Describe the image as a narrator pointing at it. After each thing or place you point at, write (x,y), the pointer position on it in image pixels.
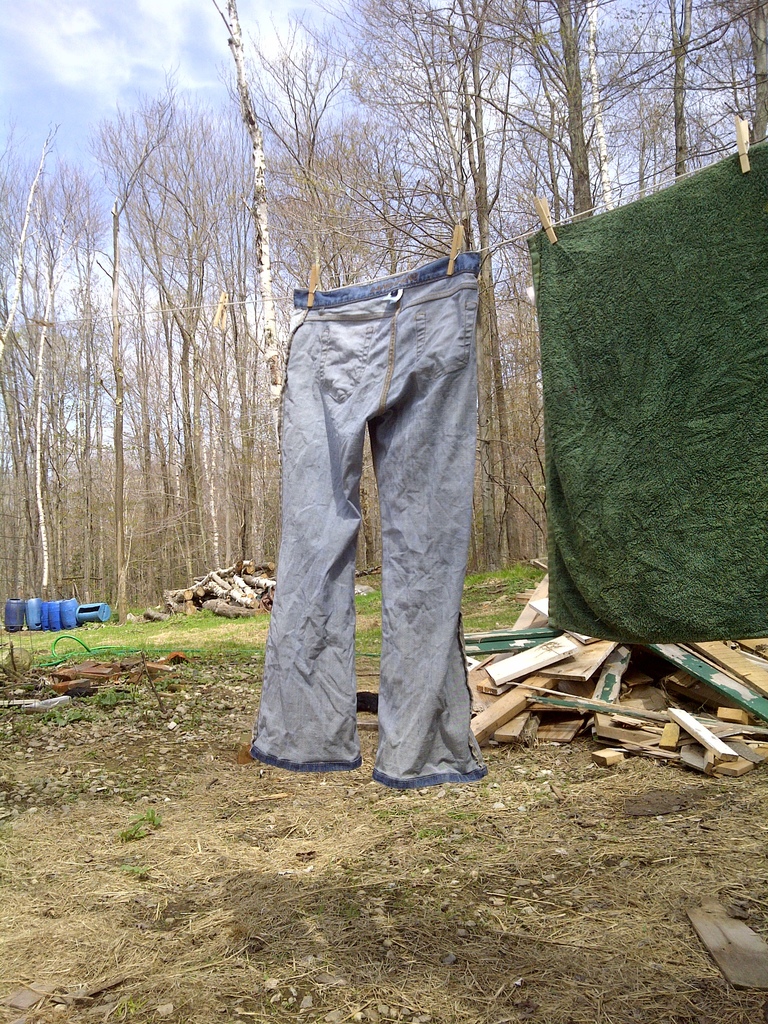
In this picture, we see a pant (333,521) and a green color clothes (683,441) are hanged along the rope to dry. Behind that, we see wooden sticks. At the bottom of the picture (539,834), we see small twigs (544,920). On the left side (15,624), we see blue color drums (76,614) and wooden sticks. There are trees (255,385) in the background (269,225). At the top of the picture (179,86), we see the sky (156,81).
